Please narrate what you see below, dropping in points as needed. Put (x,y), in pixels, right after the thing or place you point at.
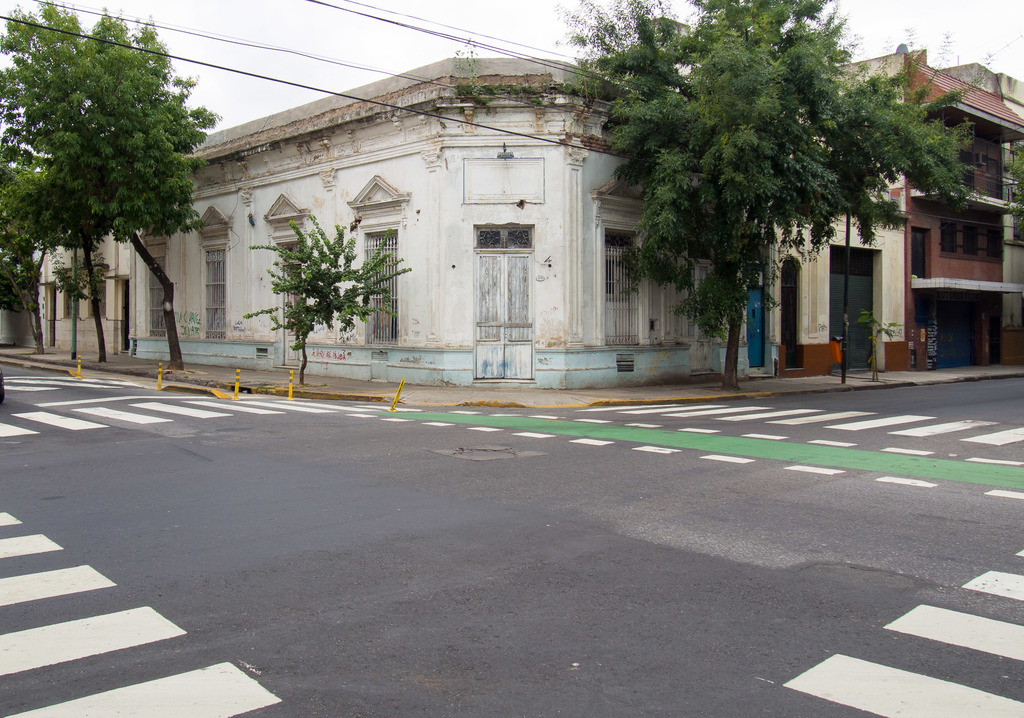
In this image we can see few buildings (460,220) with doors (852,362) and windows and there are some trees (734,164) and we can see a road (50,668) and at the top (385,2) we can see the sky (245,49).
